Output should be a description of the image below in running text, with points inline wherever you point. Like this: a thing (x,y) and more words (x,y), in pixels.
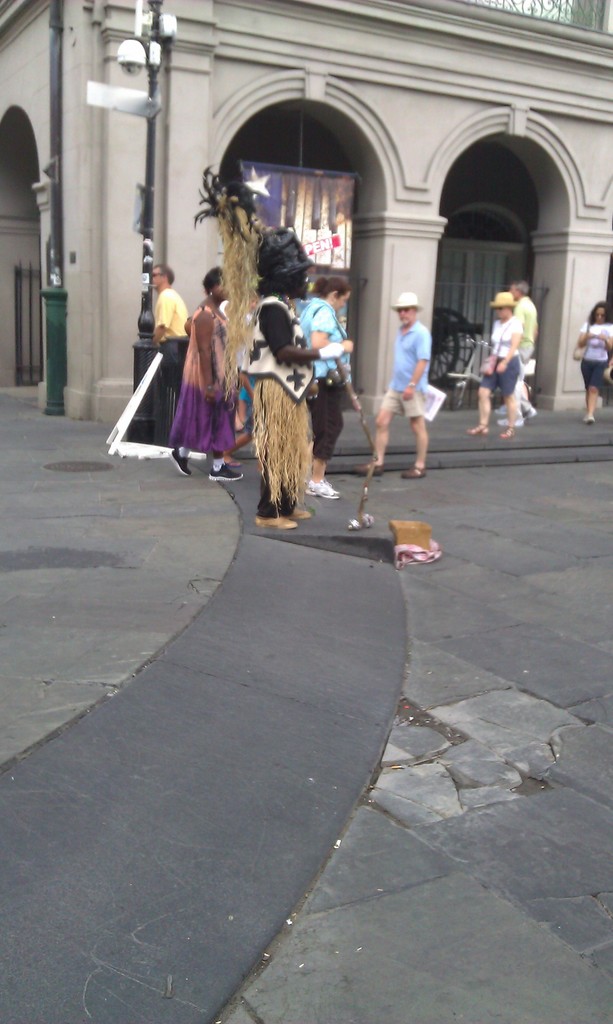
Here we can see few persons (284,414) walking on the road (534,428) and among them a person (285,256) in the middle (308,513) is holding an object (360,515) in the hand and there is an object (411,530) on the road (364,580). In the background (194,263) there is a building (193,100), poles (52,21), banner (315,188) and some other items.
